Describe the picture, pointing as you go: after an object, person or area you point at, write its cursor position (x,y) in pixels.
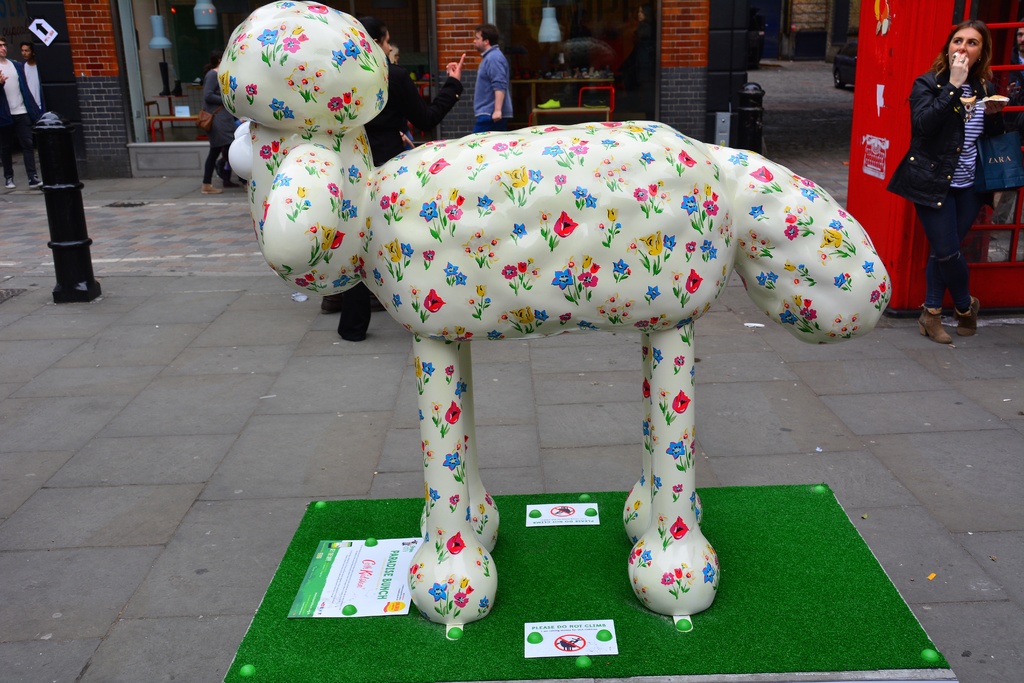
In this image there is big toy (488,240) on a path (506,471), beside the toy (311,151) there is public booth (996,0) a woman (946,235) standing near the booth (1009,12), beside the toy (507,155) there are two man (487,83) and there is a footpath (187,197), on that footpath (156,179) people (214,120) are walking beside the footpath (154,193) there are shops (663,31).
